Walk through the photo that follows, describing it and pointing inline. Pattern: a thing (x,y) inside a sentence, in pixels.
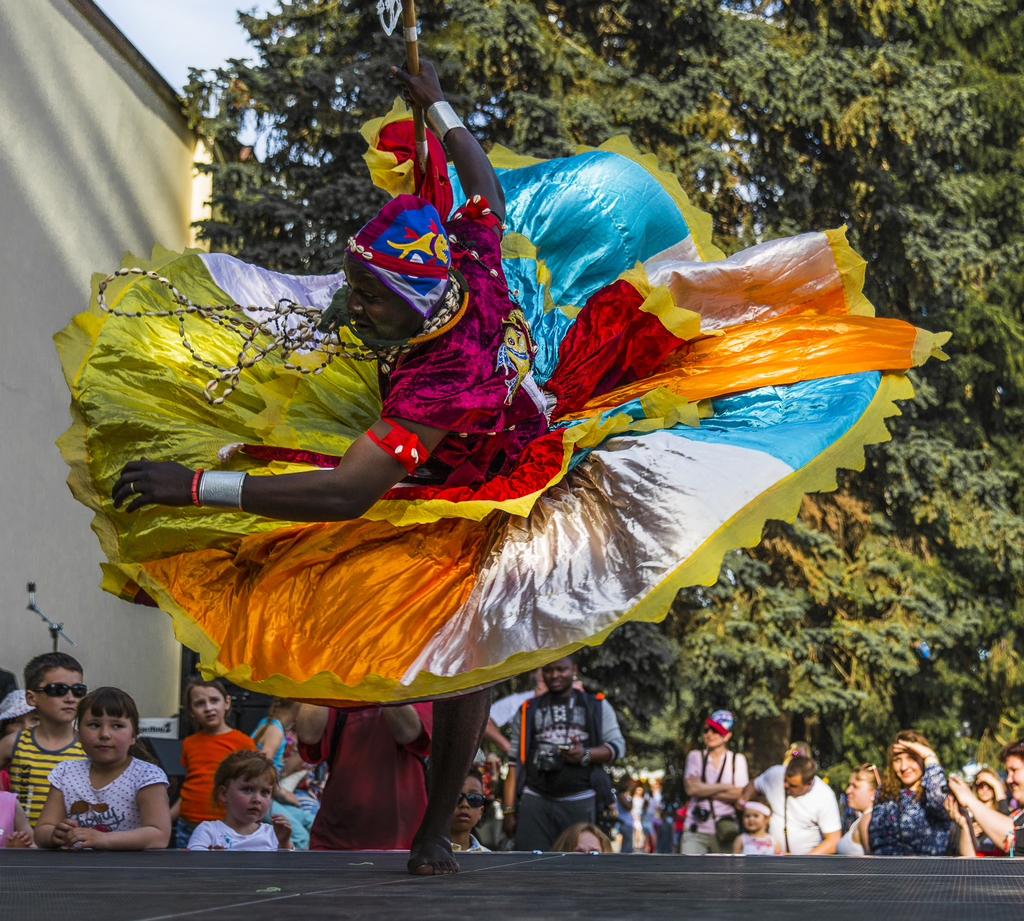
In this image we can see a man (379,429) wearing the fancy dress (503,356) and holding the stick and performing on the stage (447,885). In the background (282,789) we can see the kids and some persons (995,804). We can also see the trees (969,313). On the left (33,251) we can see the building wall (46,405) and also the mike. Sky (213,45) is also visible.
